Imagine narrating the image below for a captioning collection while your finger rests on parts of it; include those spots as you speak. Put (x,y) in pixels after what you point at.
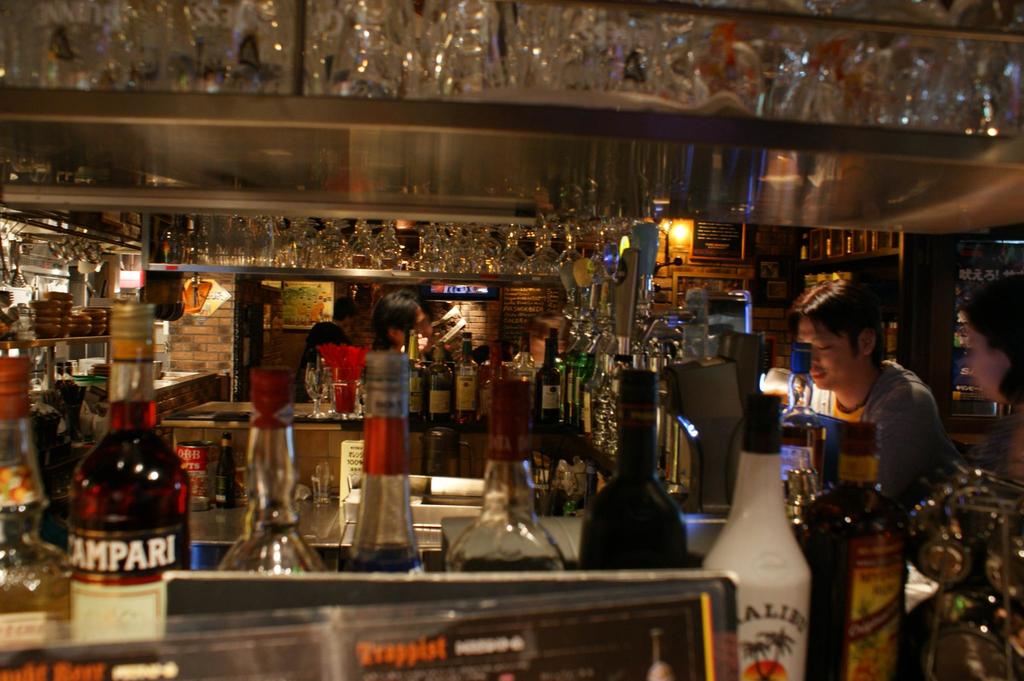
On the right (850,397) there are two people (854,370). This whole room (366,349) is completely with wine bottles (471,394) and in the middle (409,344) there are two people (309,364). On the wall (671,256) here we can see a light (679,250).
